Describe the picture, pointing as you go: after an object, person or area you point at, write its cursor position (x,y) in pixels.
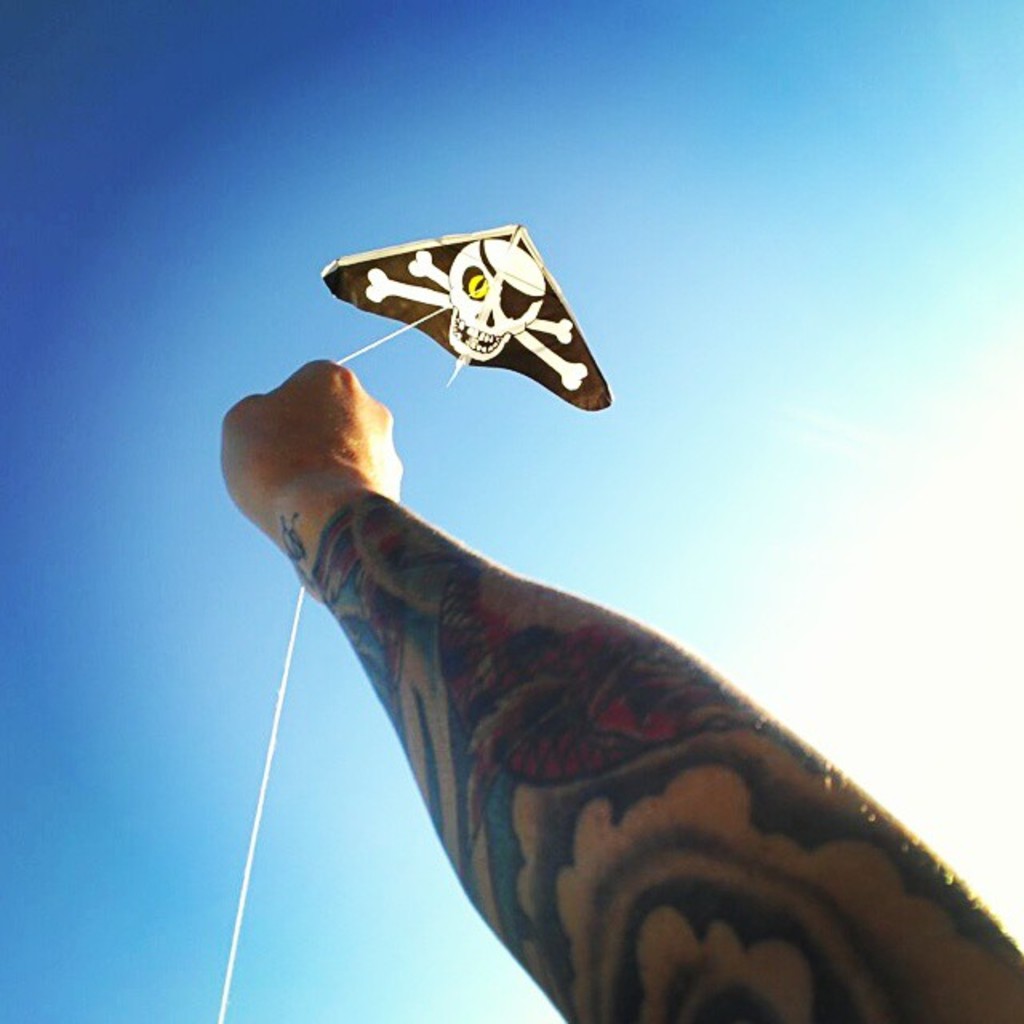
In this picture we can see a person's hand (367,549) flying a kite (475,280) with the help of thread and we can see tattoo (405,558) on the hand (393,561). In the background of the image (398,348) we can see the sky (423,809).
